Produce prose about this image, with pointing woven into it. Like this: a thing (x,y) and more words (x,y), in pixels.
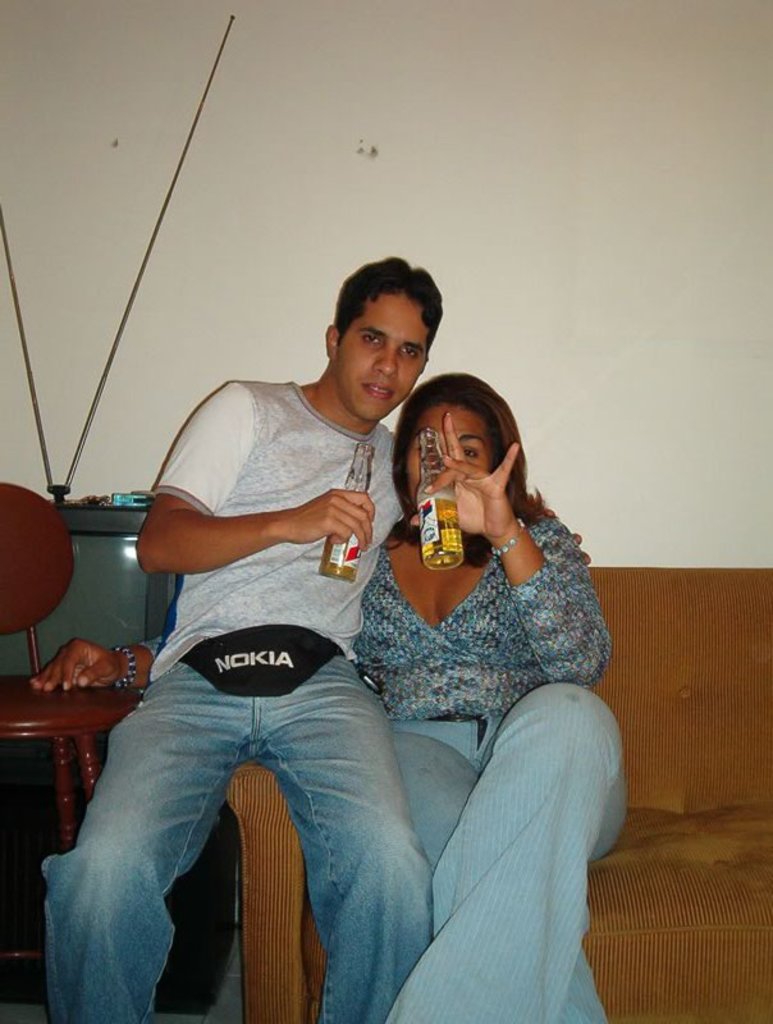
In this picture I can see a man (368,589) and a woman (391,636) holding the bottle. I can see sofa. I can see television (125,600). I can see sitting chair (9,621).
